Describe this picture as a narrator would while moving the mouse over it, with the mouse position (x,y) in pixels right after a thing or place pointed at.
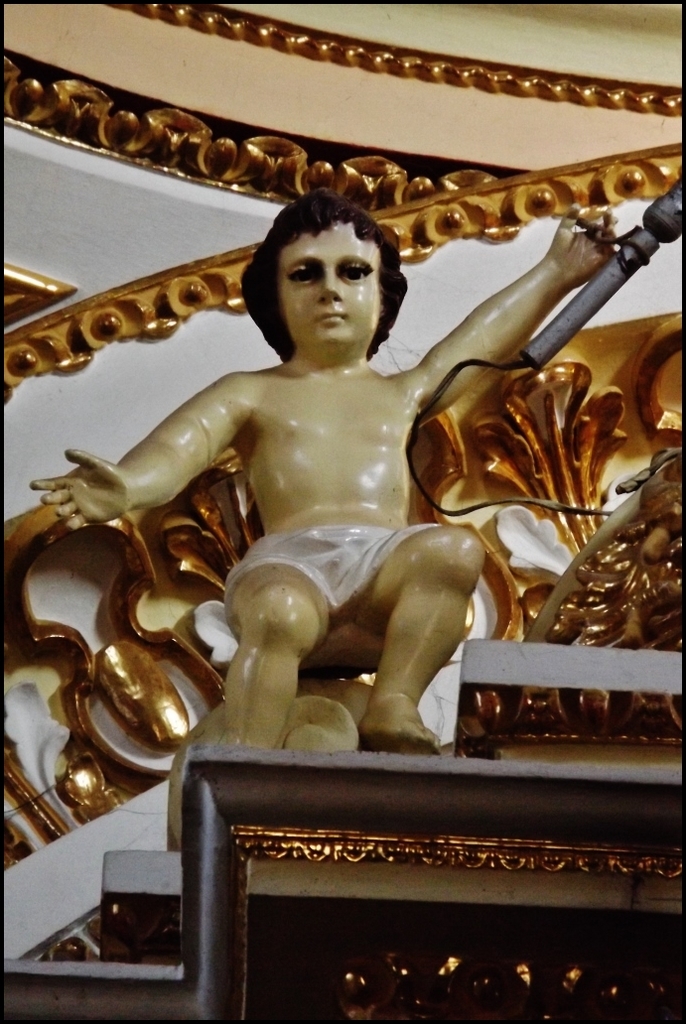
The picture consists of sculpture (397,467) on the wall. On the right (680,201) we can see cable (506,364) and an iron object (604,275). At the top (347,77) it is wall (317,105).
